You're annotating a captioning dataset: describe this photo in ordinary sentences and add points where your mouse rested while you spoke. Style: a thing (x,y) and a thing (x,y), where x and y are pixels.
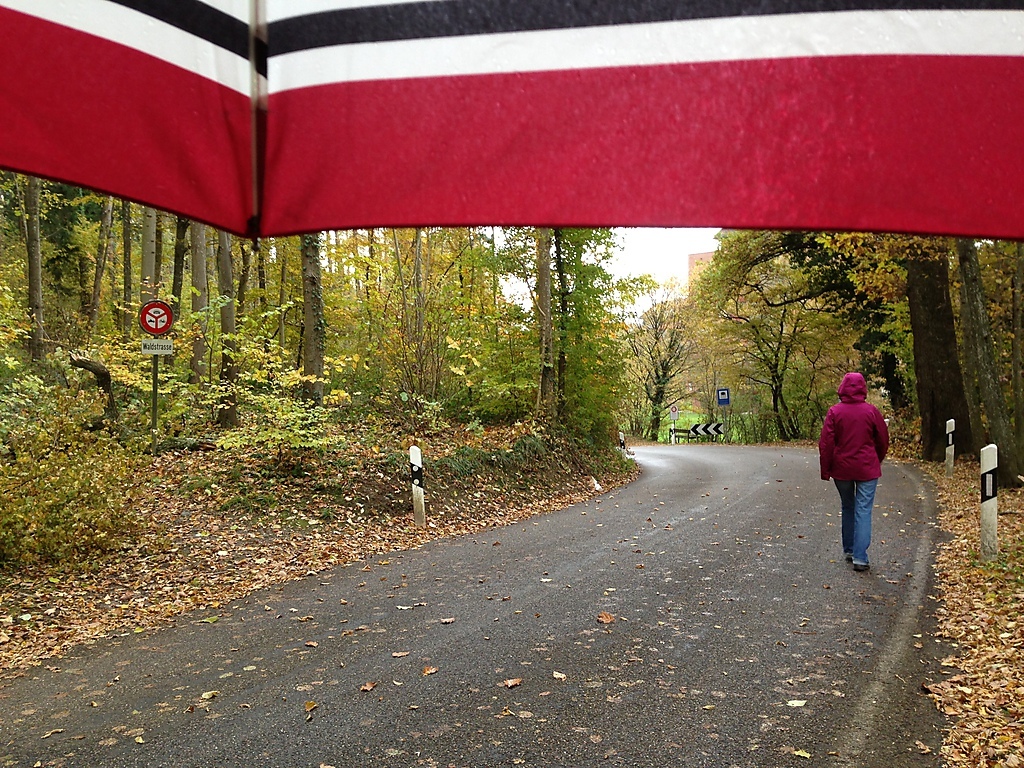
In the middle of the image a person (823,477) is walking on the road (495,700). At the top of the image (477,179) it looks like an umbrella (527,213). Behind the umbrella (468,99) there are some trees (308,382), poles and sign boards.
